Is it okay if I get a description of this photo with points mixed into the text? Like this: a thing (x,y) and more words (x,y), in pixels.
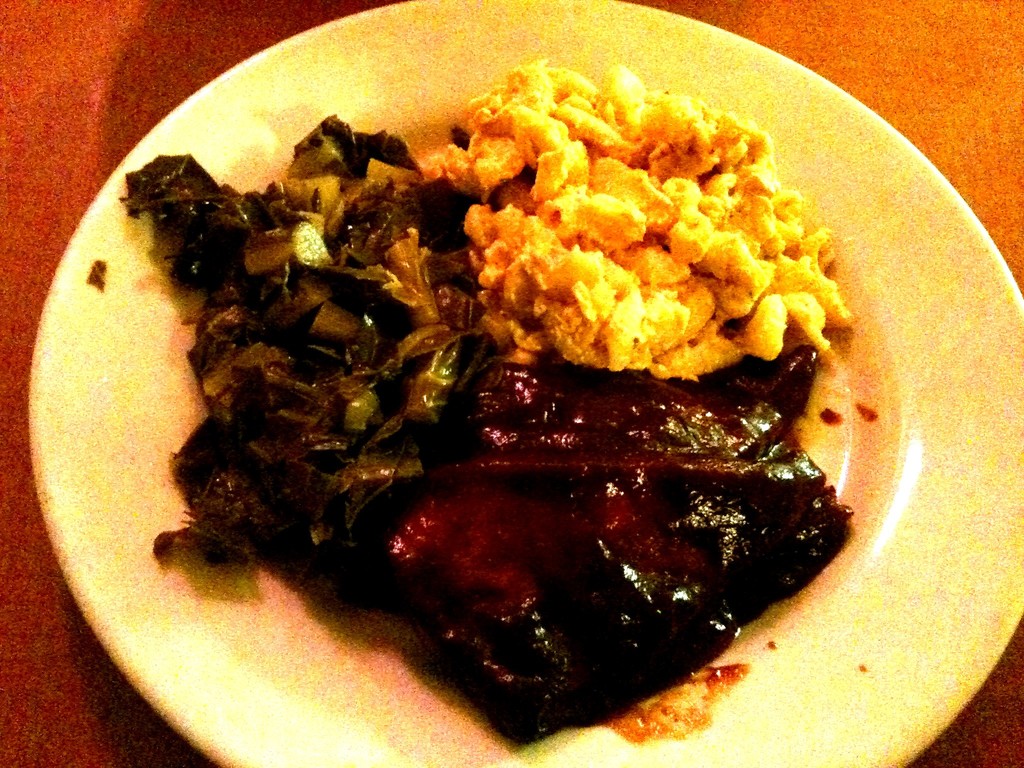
In this image, we can see food (647,423) on the plate (819,722), which is placed on the table (864,65).
